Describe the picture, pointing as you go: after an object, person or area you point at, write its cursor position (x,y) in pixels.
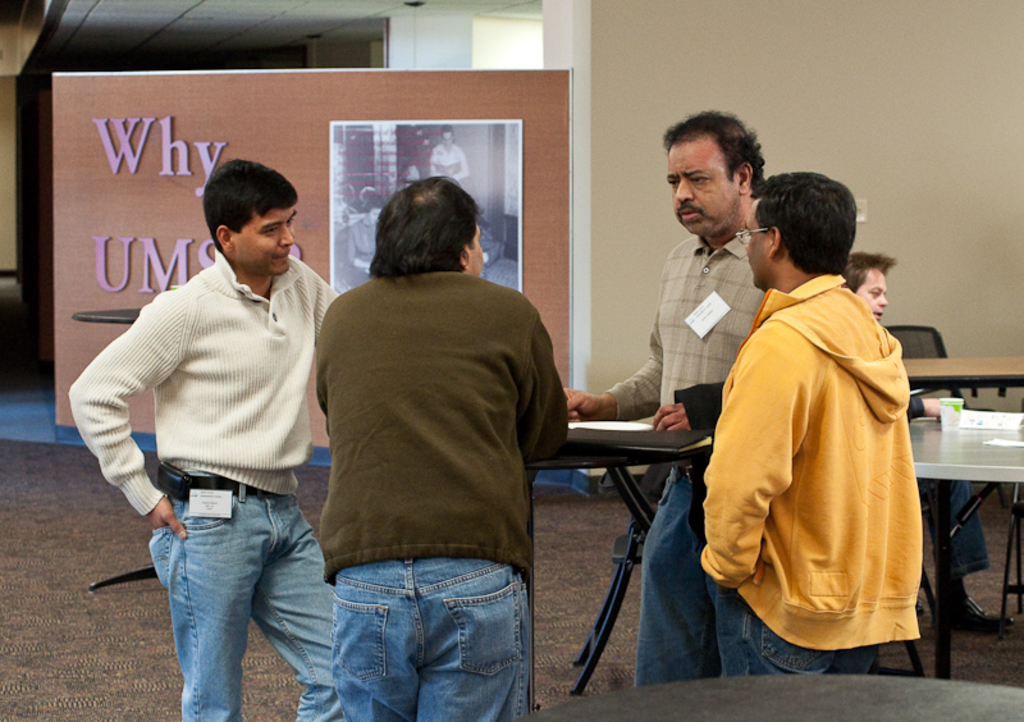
In the middle of the image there is a table (686,431), Surrounding the table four men (696,175) are standing. Bottom right side of the image (975,551) a man (963,601) sitting in front the table (950,447), On the table (932,449) there is a cup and book (1003,420). Top right side of the image (942,68) there is a wall (752,16). Top left side of the image (238,71) there is a banner (299,89). At the top of the image (283,31) there is a roof (89,19).
